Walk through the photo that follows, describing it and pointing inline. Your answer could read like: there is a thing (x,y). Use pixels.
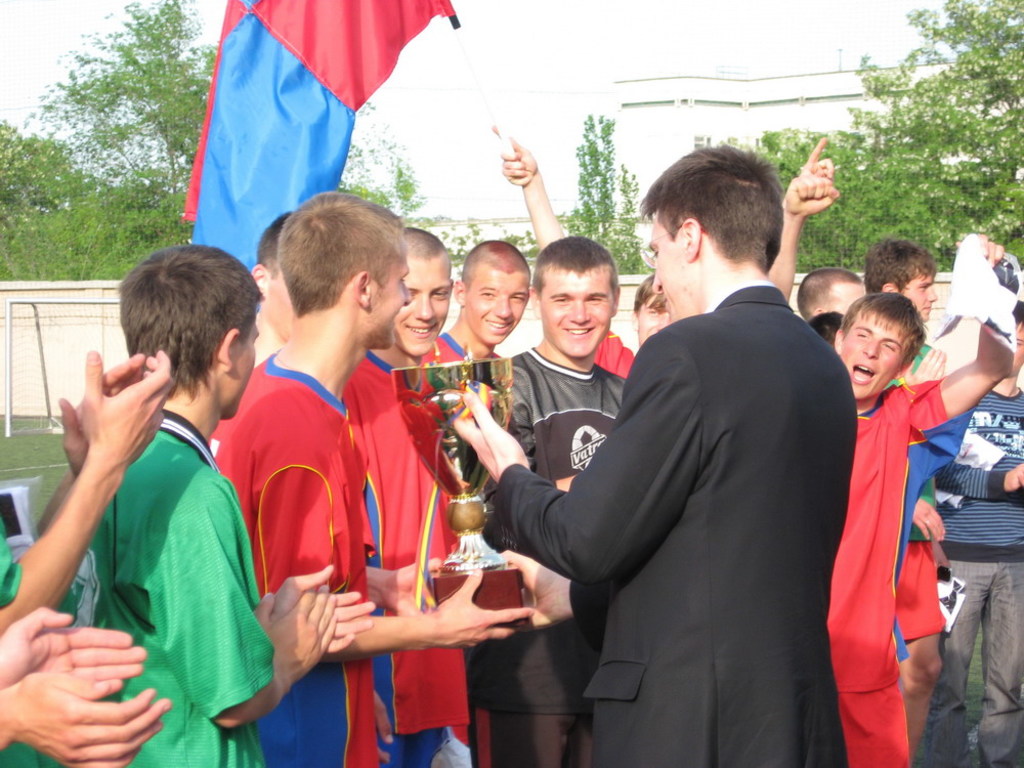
In the foreground of the picture (644,330) there are people (290,447) standing. Towards the right (768,318) there is a person (700,421) in black suit (598,484), giving cup (484,571) to other person (344,509). In the center of the image (625,328) there is a net (30,318) and a wall (632,276). At the top (260,195) there is a flag (243,147). In the background (920,150) there are trees (886,152) and buildings (748,94). It is a sunny day.
